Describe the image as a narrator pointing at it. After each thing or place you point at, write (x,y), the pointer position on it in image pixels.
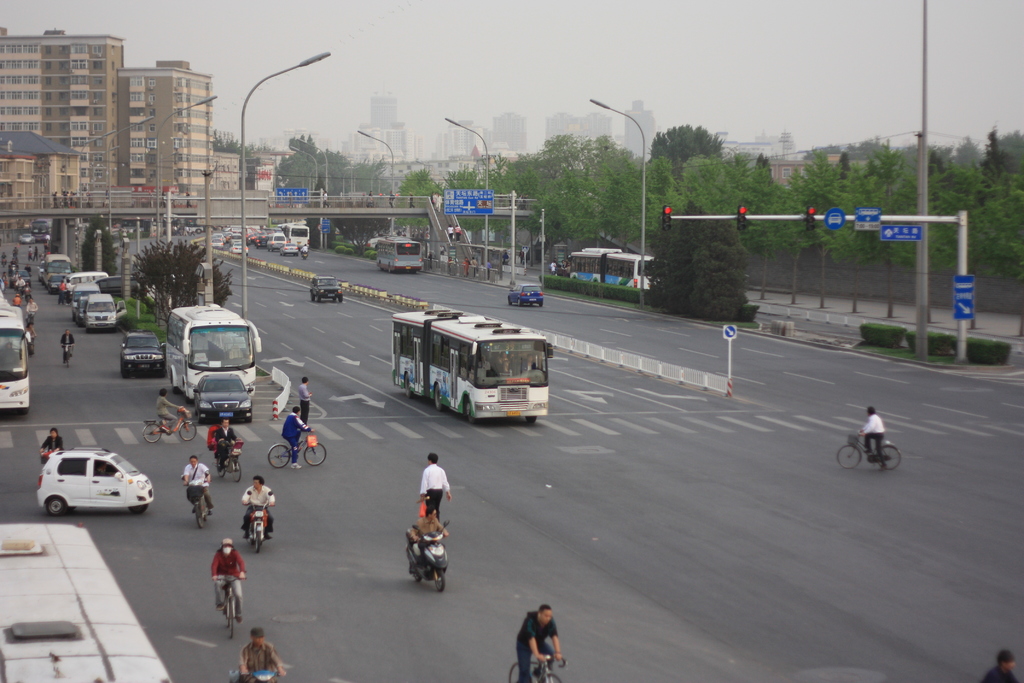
There are roads (523,456). On the road (472,437) there are buses (193,375) and vehicles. Many people (165,393) are riding scooters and cycles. There are light poles (486,159). Also there are sign boards (869,222) and traffic lights (742,218). In the back (512,184) there are trees (542,183), sky (534,81) and buildings (166,106).
